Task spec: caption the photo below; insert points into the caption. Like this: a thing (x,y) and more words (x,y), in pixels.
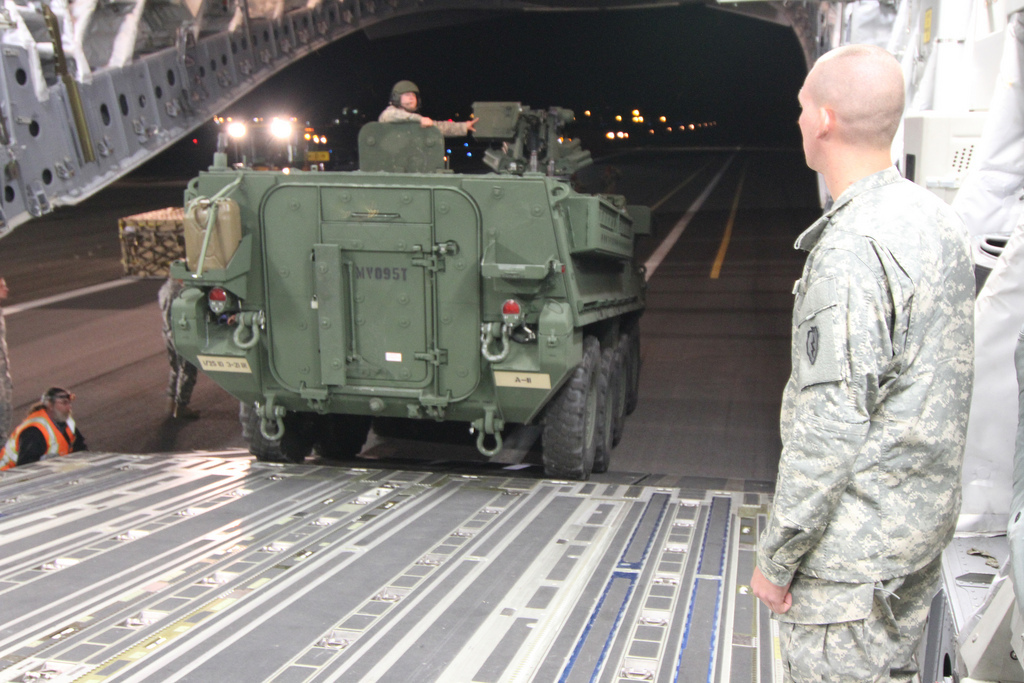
In the foreground of this image (418,315), there is a war tank (401,327) on which there is a person (408,93) standing on it. On right (902,355), there is man (847,467) standing in military dress (874,527) and on left (50,439), there is a man (48,407). In the background (658,260), we see the path (716,268).
